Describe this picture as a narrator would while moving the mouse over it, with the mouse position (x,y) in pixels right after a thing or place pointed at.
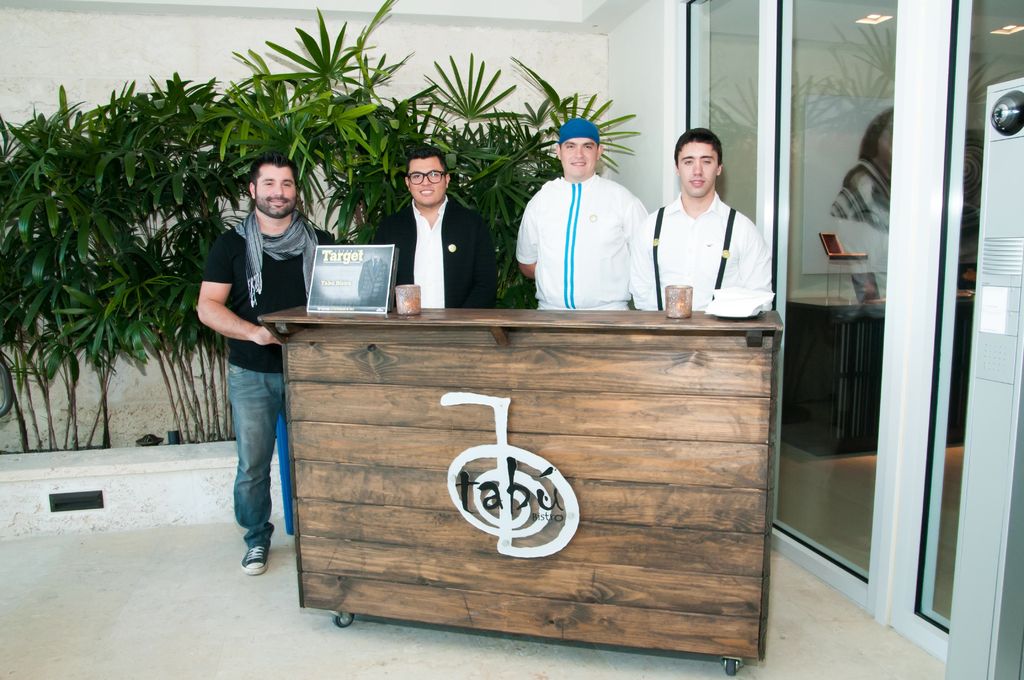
I could see some four persons (472,232) standing near the front desk (606,433) and giving pose to the picture and in the background (189,168) i could see some plants (238,192) and a glass door (828,138) beside.
